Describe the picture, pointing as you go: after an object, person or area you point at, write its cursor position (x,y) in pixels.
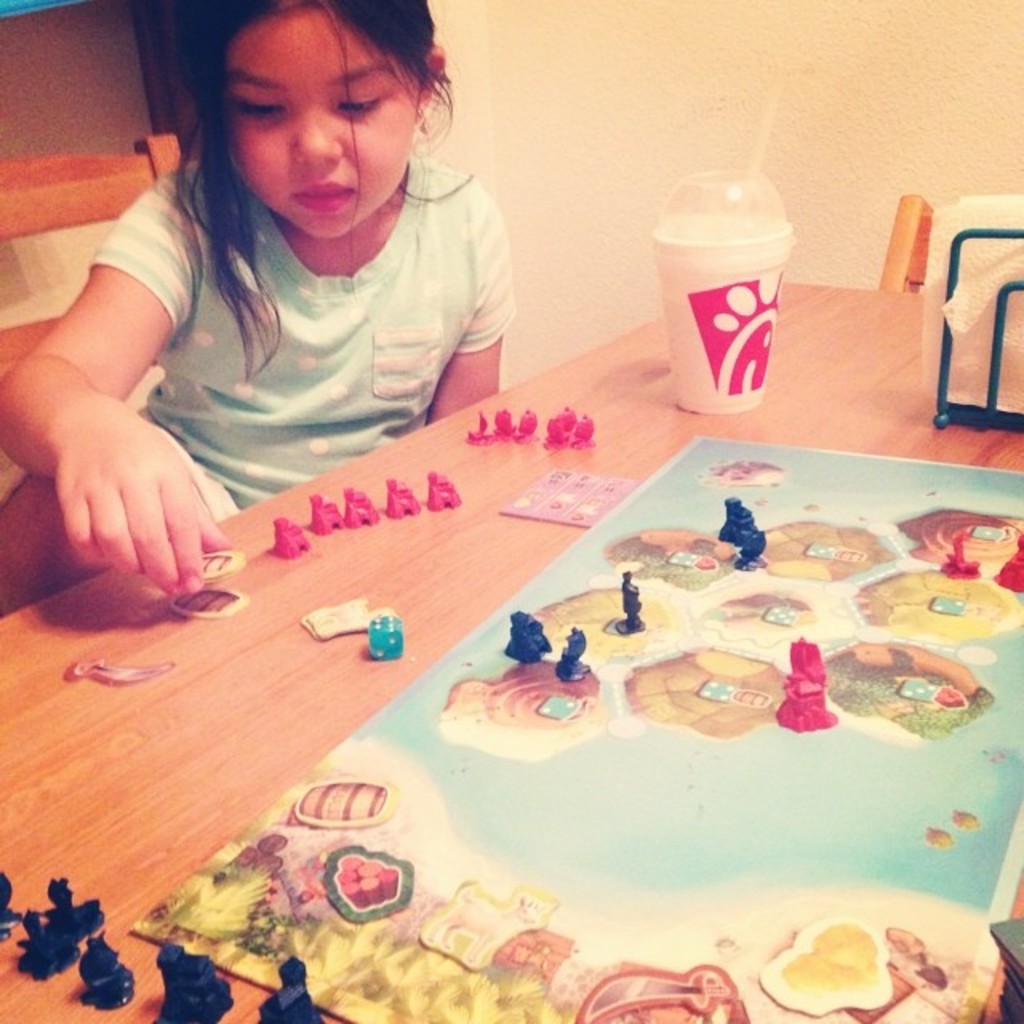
In this image I can see a girl (311,336) and here I can see a table (5,965). On this table (703,430) I can see few toys (501,417) and a cup (676,327).
